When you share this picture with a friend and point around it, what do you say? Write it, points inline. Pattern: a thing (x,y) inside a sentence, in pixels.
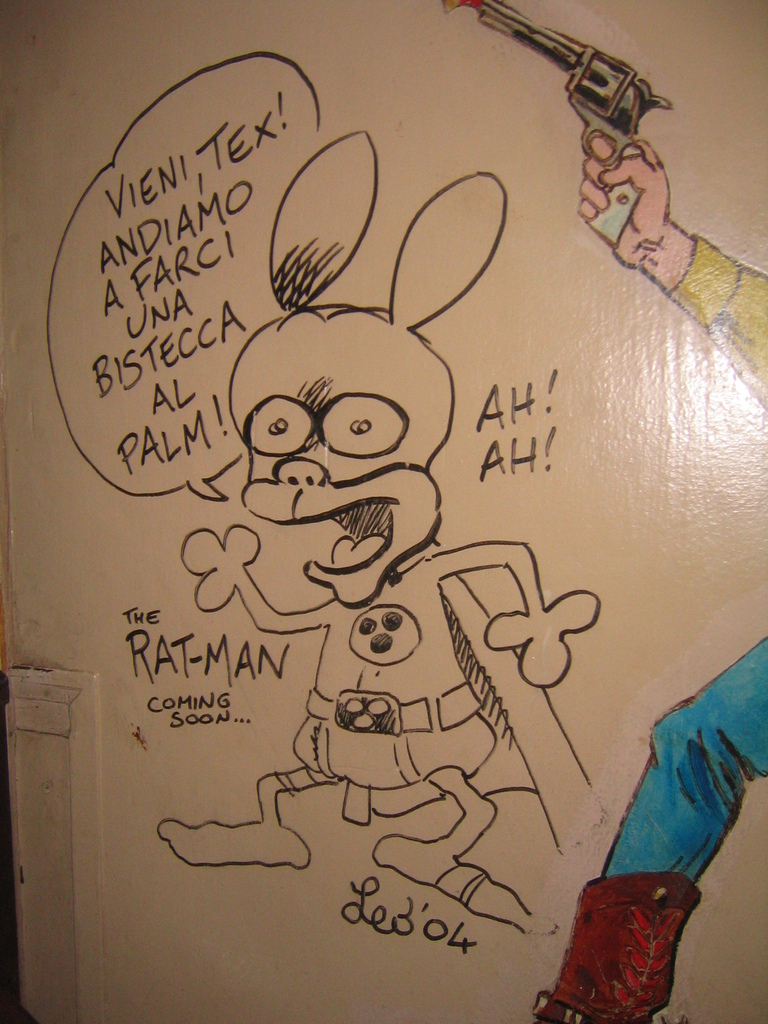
In this image there is a person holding gun (603,218) and a cartoon (384,699) painted on the wall (292,720). We can also see some written words (242,660) on it.
